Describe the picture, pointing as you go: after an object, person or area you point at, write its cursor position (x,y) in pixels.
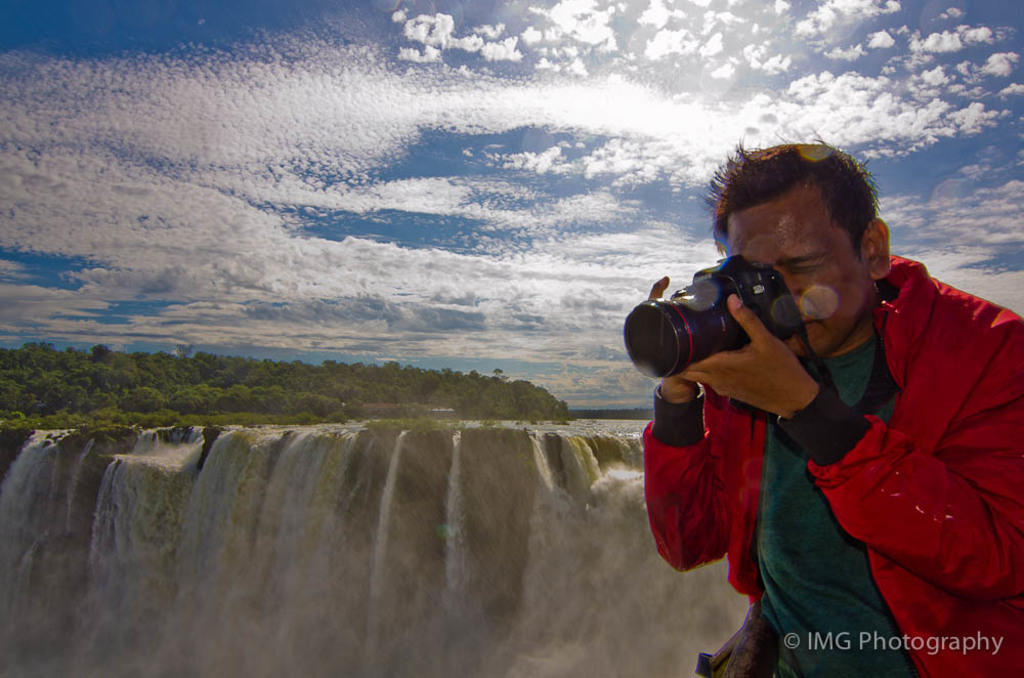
In this image, In the right side (1018,441) there is a man (963,346) wearing a red color coat (899,366) holding a camera (691,336) which is in black color, In the left side (236,535) there is a mountain (79,531) and water (354,578) is flowing which is in white color, There are some trees (233,385) which are in green color, There is a sky (260,206) which is in blue and white color.
